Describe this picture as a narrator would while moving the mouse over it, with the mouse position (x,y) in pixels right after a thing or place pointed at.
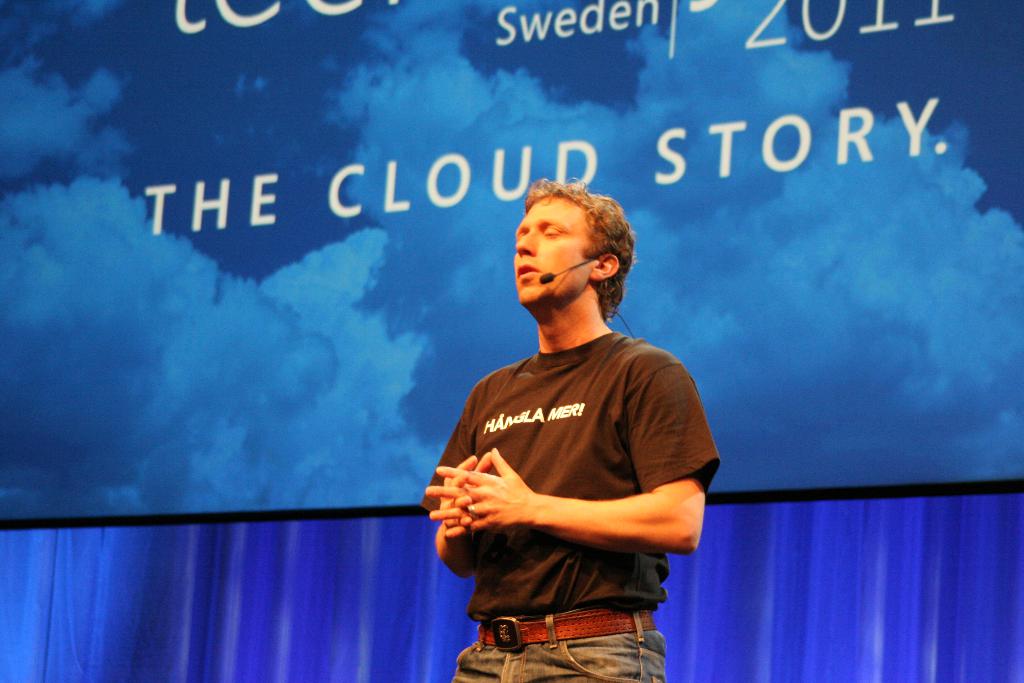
In this picture I can observe a person (509,524) wearing T shirt (619,475). He is standing on the stage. There is a poster (271,369) behind him. I can observe some text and clouds (276,329) in the poster (305,204). There is a blue color curtain (271,589) behind the poster (382,282).
